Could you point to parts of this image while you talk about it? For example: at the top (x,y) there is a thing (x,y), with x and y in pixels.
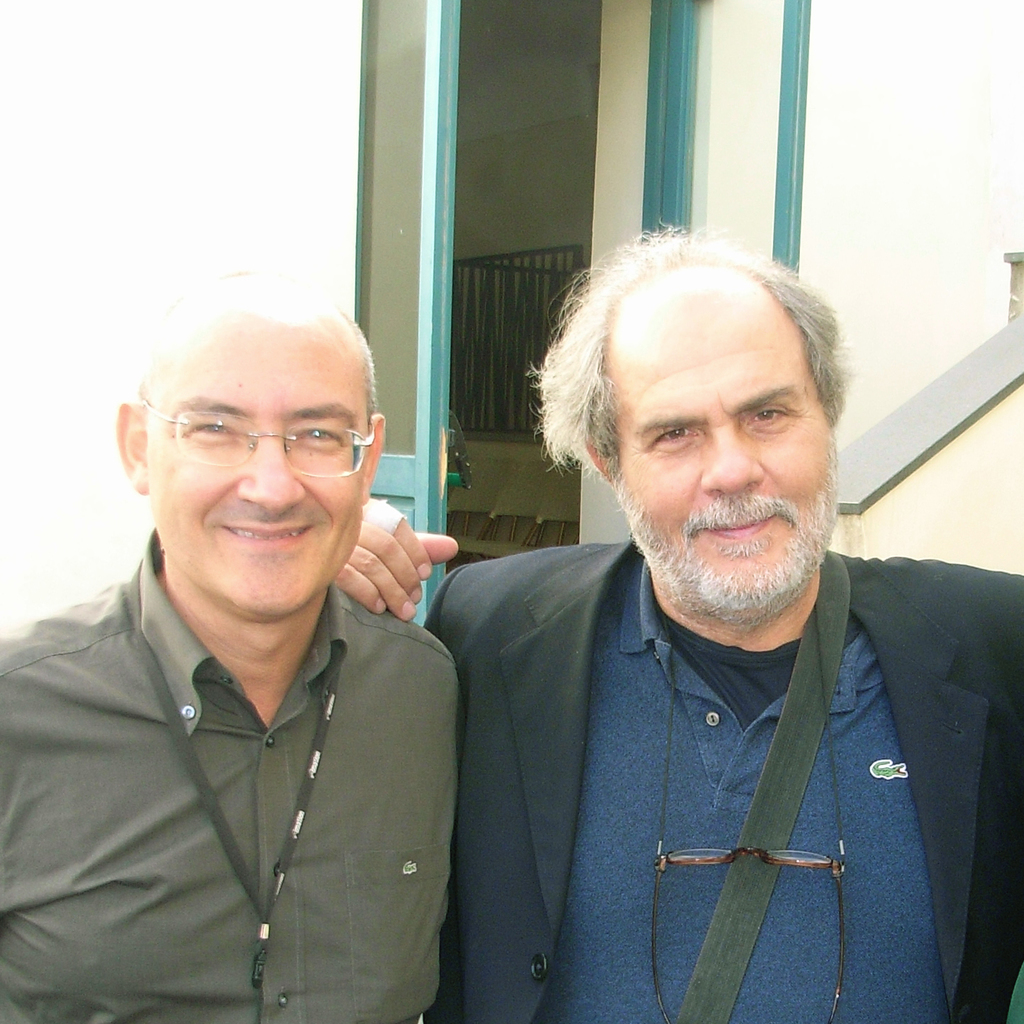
In the front of the image (596,445) we can see two men (433,964) are smiling. In the background of the image (870,457) there are walls (842,191), door (799,145), grille (500,349) and things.
